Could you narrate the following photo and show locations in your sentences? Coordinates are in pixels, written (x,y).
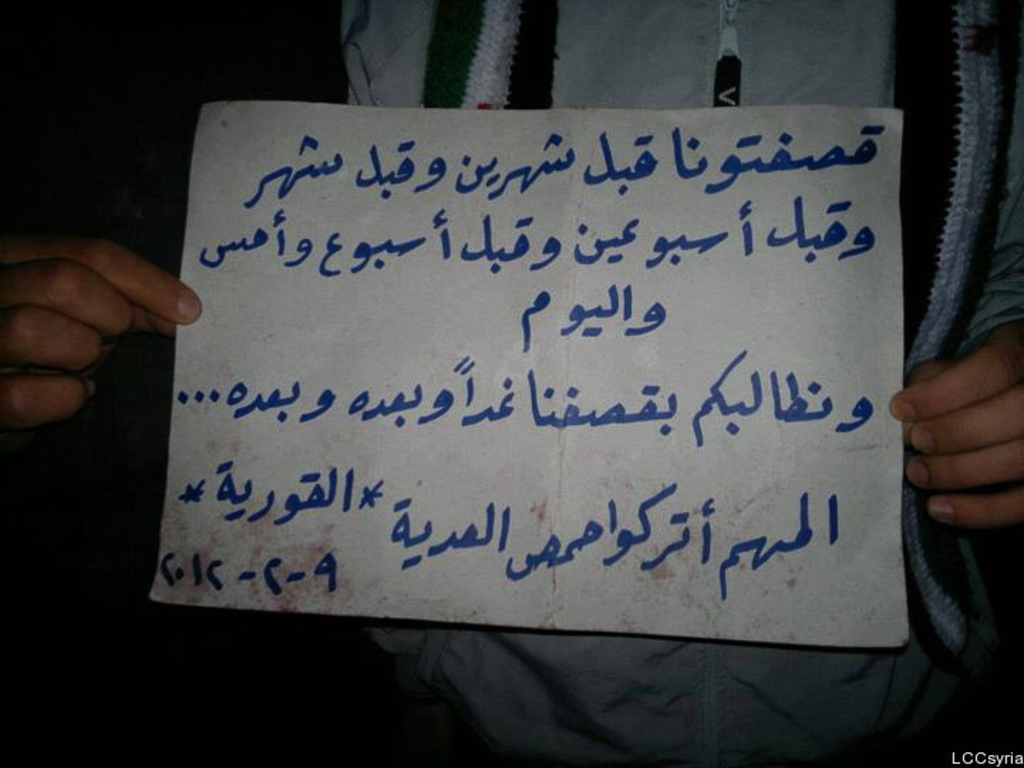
In this picture we can see a person (153,314) is holding a paper (404,229) and on the paper (366,418) it is written something and on the image there is a watermark (964,760).
